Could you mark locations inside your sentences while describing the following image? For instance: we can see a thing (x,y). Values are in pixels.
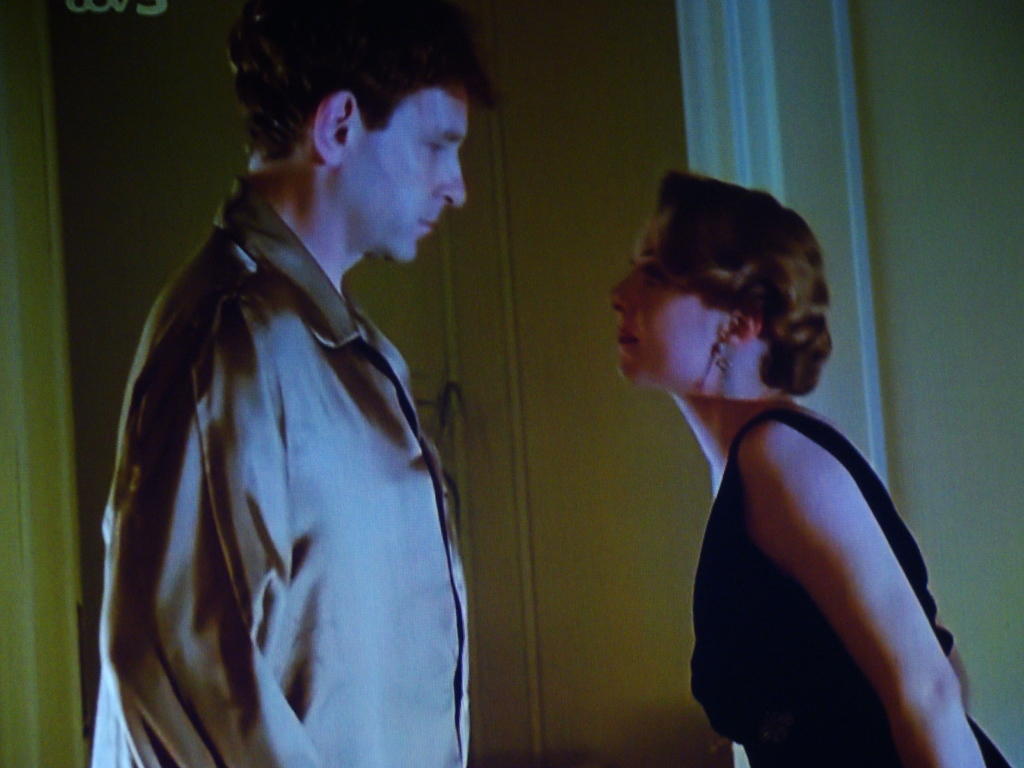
In this picture we can see a man (388,455) standing and woman (673,330) looking at each other and woman (707,647) wore a black dress (756,684) and a man (325,359) wore a coat (328,517) and in background (580,159) we can see a wall (587,132), pillar (752,148). This woman (723,234) has a short hair (751,306).
